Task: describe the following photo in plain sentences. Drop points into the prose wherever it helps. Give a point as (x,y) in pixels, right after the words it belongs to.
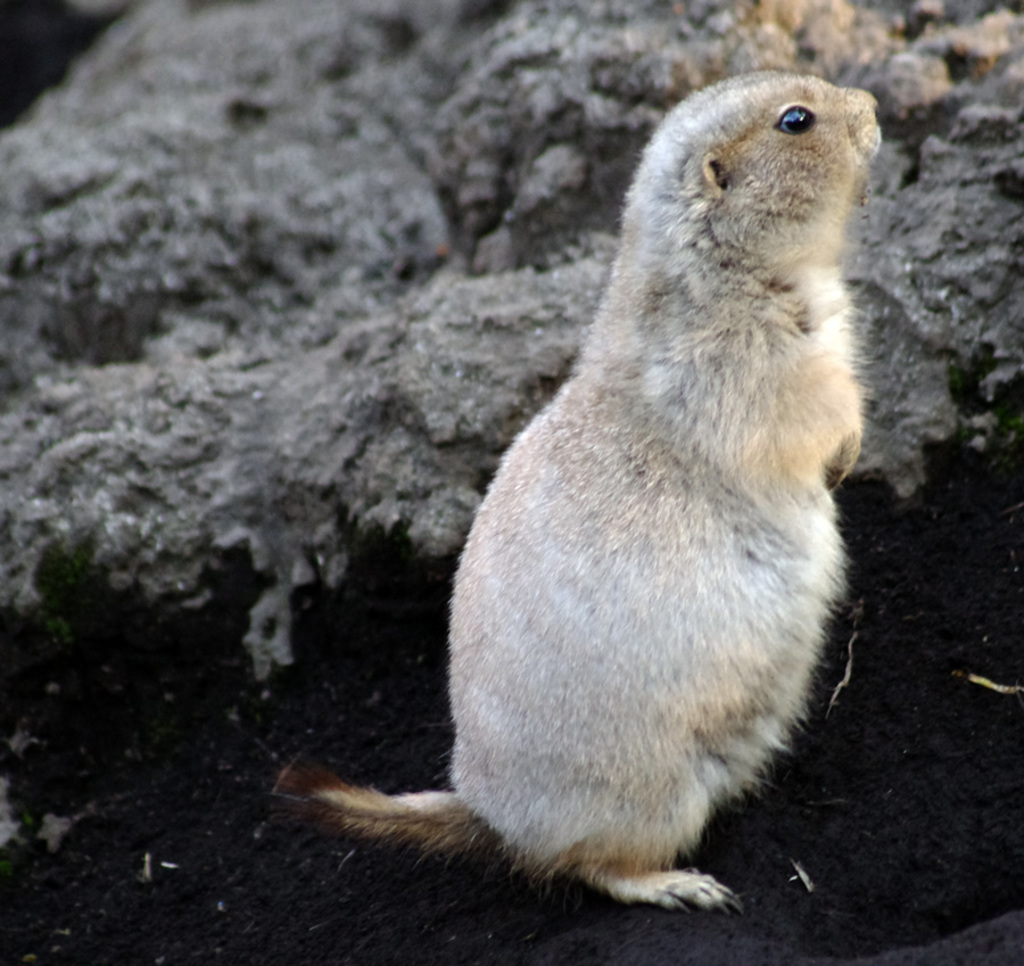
In the image I can see a prairie dog (578,536) and behind there is a rock (197,244).
